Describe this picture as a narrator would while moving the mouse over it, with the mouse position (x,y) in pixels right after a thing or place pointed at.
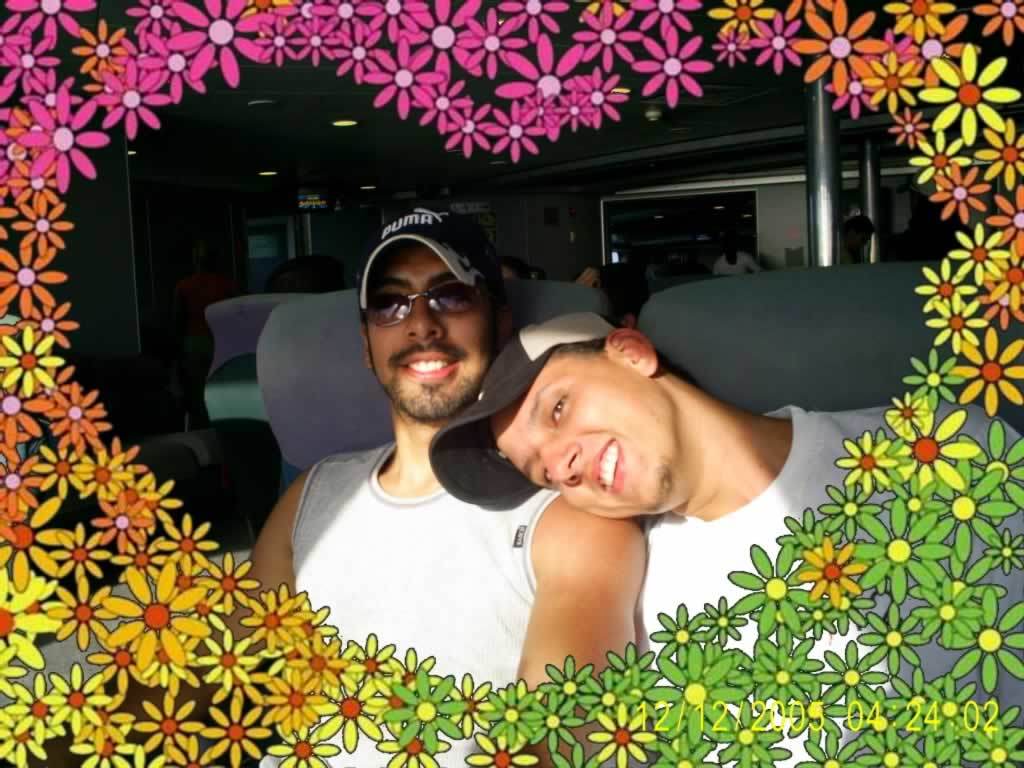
In this image we can see two persons (507,491) wearing caps (488,264). They are sitting. One person (450,340) is wearing goggles (437,300). In the background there are lights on the ceiling (299,136). Also there are pillars (822,183) and few people (726,257). Also we can see photo effect on the image. And there is watermark (796,713) at the bottom (961,724).
